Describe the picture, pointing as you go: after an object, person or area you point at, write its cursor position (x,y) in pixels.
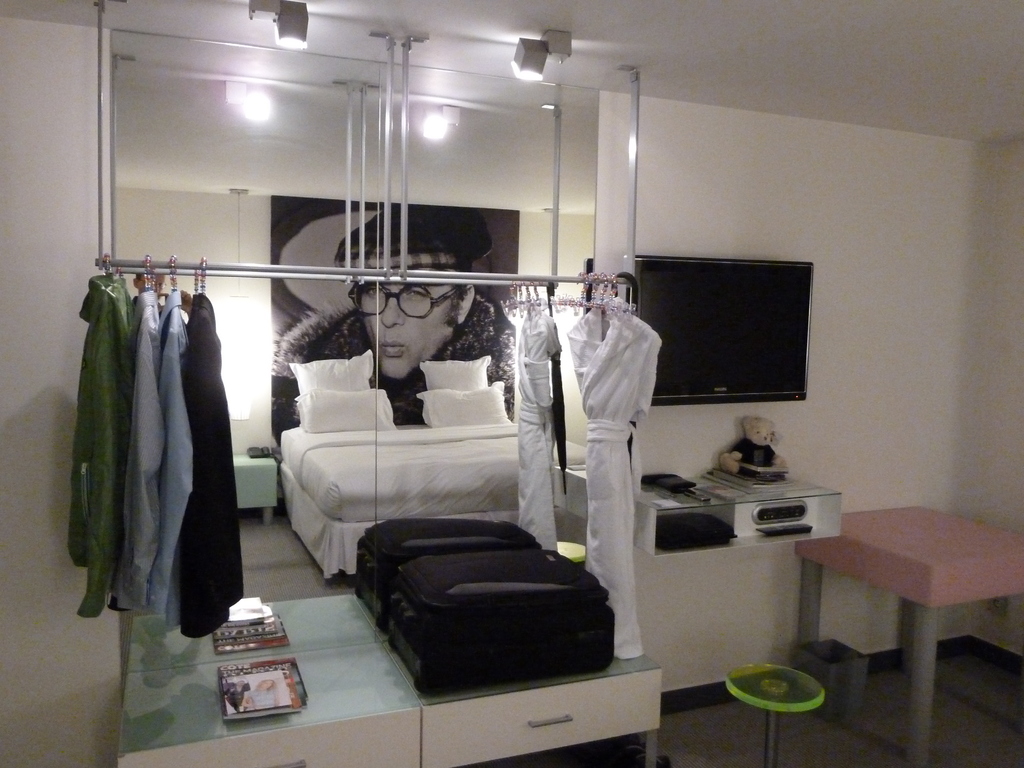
In this image we can see a room (863,287) which consists of a mirror (464,232), on the right side of the image (747,328) there is television (739,362), on the right corner of the image (932,542) we can see a table (933,557), we can see a reflection (407,424) of bed (398,435) and portrait (311,298) of a man (396,306) in the mirror (357,267), in front of the mirror (453,468) there is a bag (491,597) and also some of the clothes (143,412), we can see reflection (456,410) of four pillows (369,421) in the mirror (356,414) and on the top of the image (298,37) we can see two lights (526,48).
